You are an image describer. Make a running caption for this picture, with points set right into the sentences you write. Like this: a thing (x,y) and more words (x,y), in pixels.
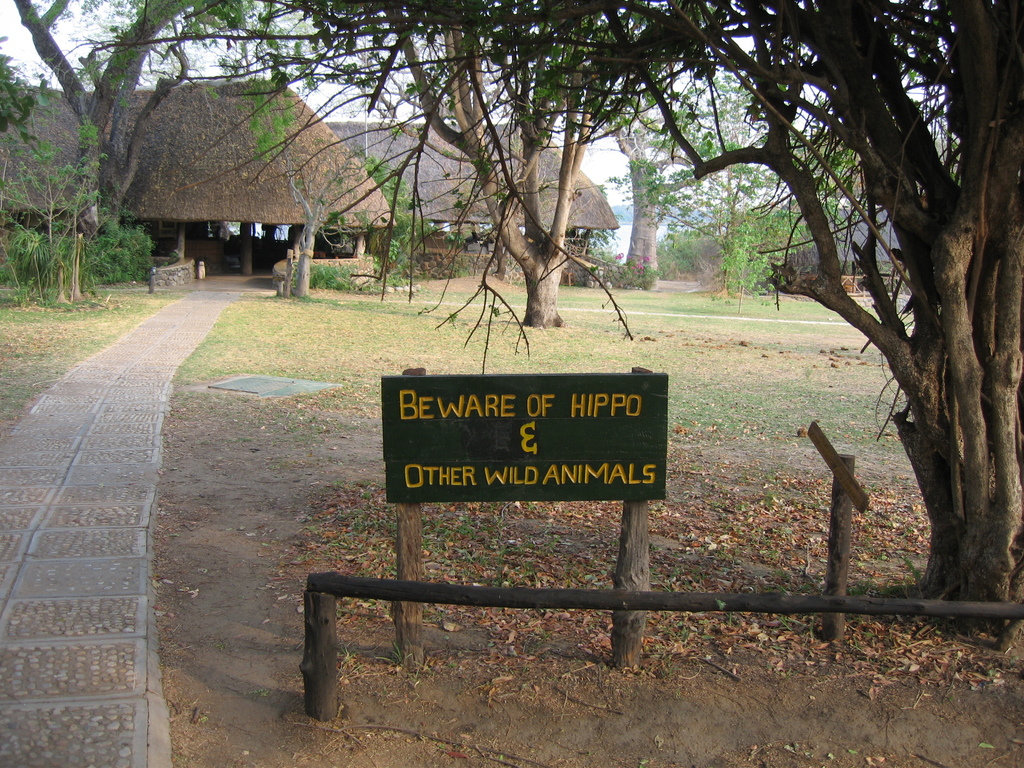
In this image we can see sky (169,58), trees (790,113), thatched sheds (420,173), walking path (80,667), logs (398,581), information board (460,459) and shredded leaves (784,559) on the ground (501,314).
